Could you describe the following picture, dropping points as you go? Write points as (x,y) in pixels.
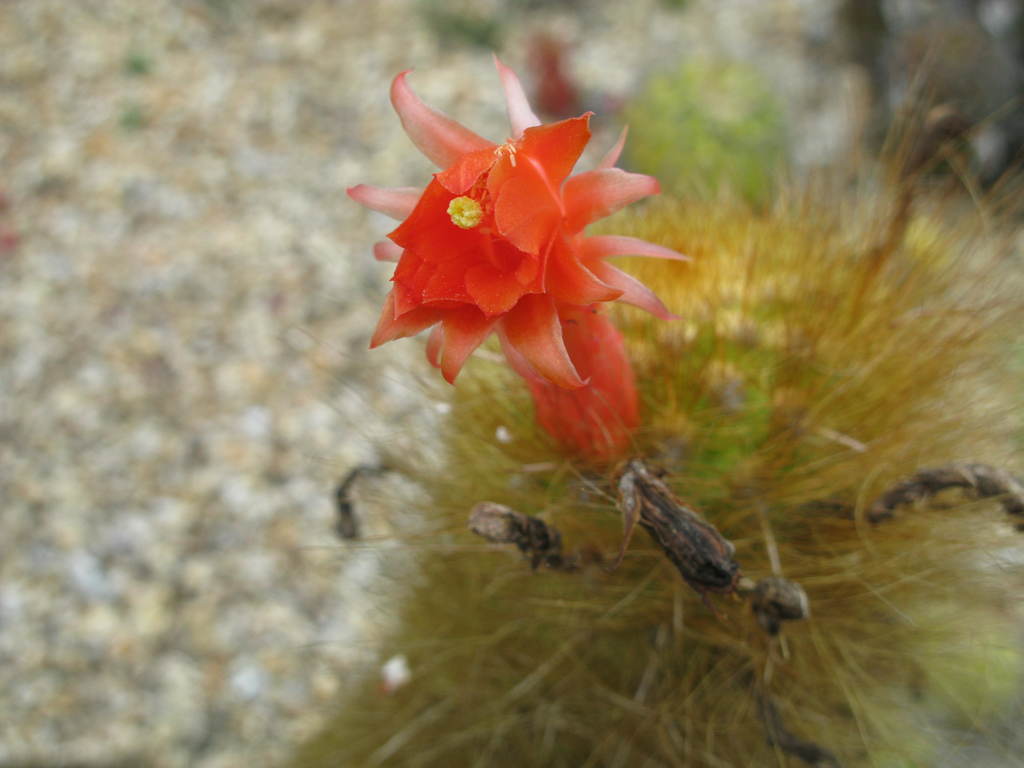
In this picture there is a red color flower (532,184) on the plant (647,631). At the back (544,52) there are plants (572,98). At the bottom (172,659) there might be stones (372,399) and the image is blurry.
